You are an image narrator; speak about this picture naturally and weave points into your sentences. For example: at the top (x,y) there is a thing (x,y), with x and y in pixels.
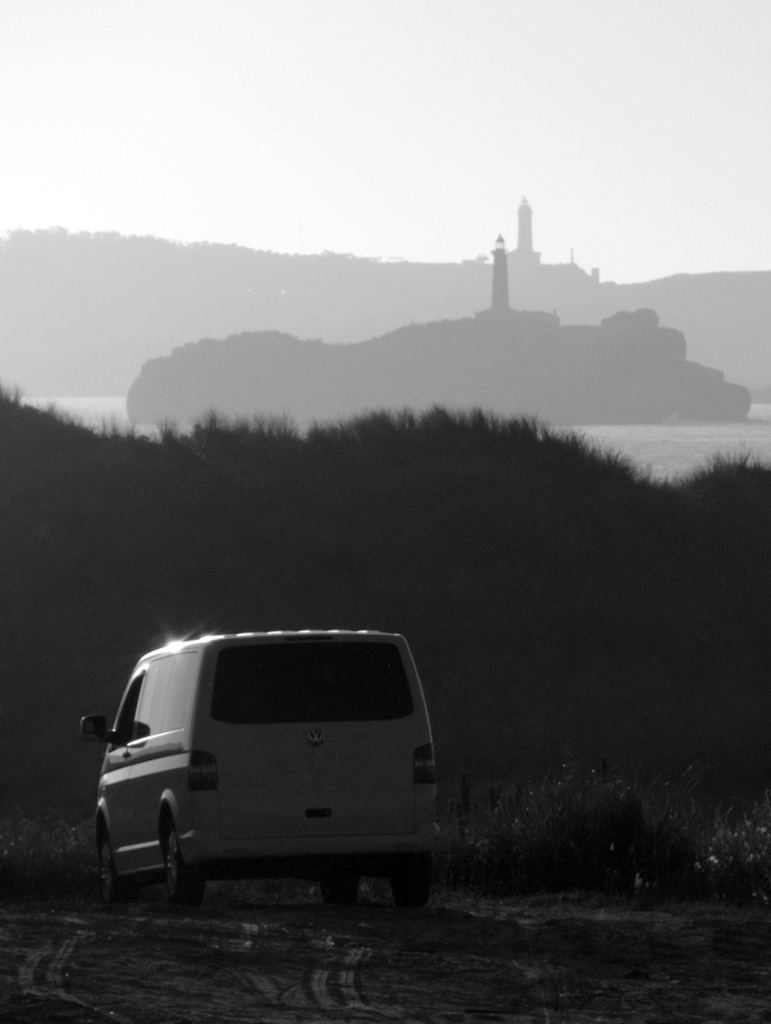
It is the black and white image in which there is a van (259,838) on the road (306,905). In the background (415,533) there are plants (425,489). Behind the plants (532,456) there is water (661,440). At the bottom (417,959) there is road (356,967). At the top (502,283) there is the tower (502,283) on the hill (552,291).
